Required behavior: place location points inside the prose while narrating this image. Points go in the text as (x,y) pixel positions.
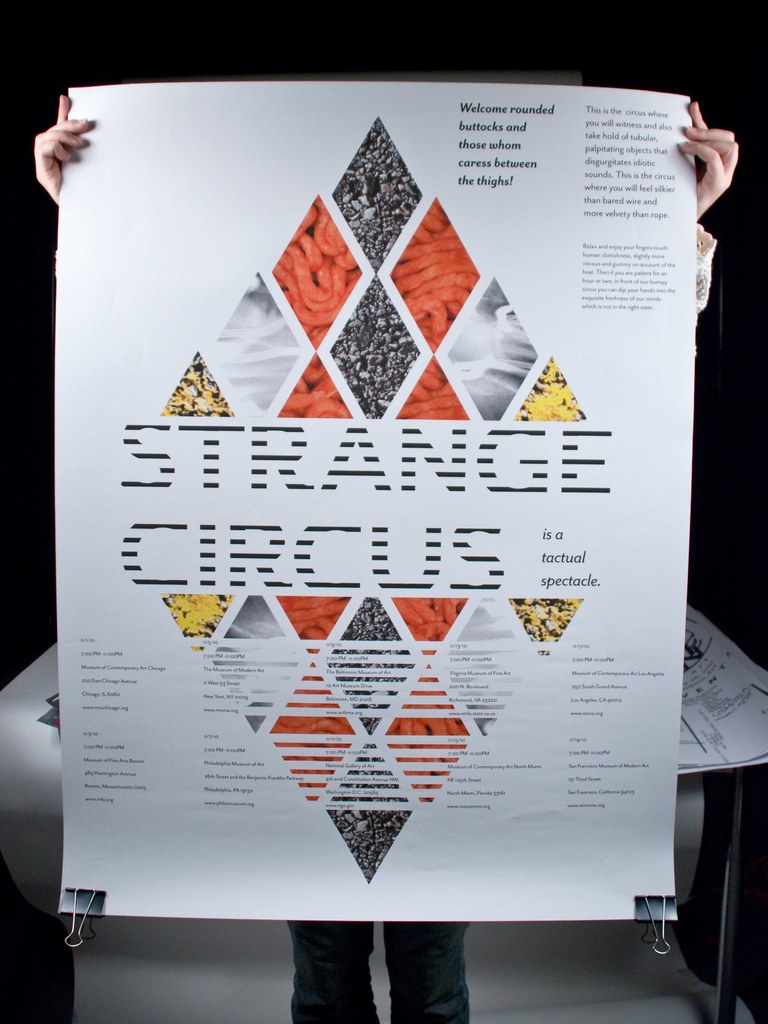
In this picture I can observe a person (720,172) holding a white color poster (212,366). There is some text (348,469) on the poster (453,511). I can observe the table (48,681) behind the person (297,1012). The background (24,537) is completely dark.
